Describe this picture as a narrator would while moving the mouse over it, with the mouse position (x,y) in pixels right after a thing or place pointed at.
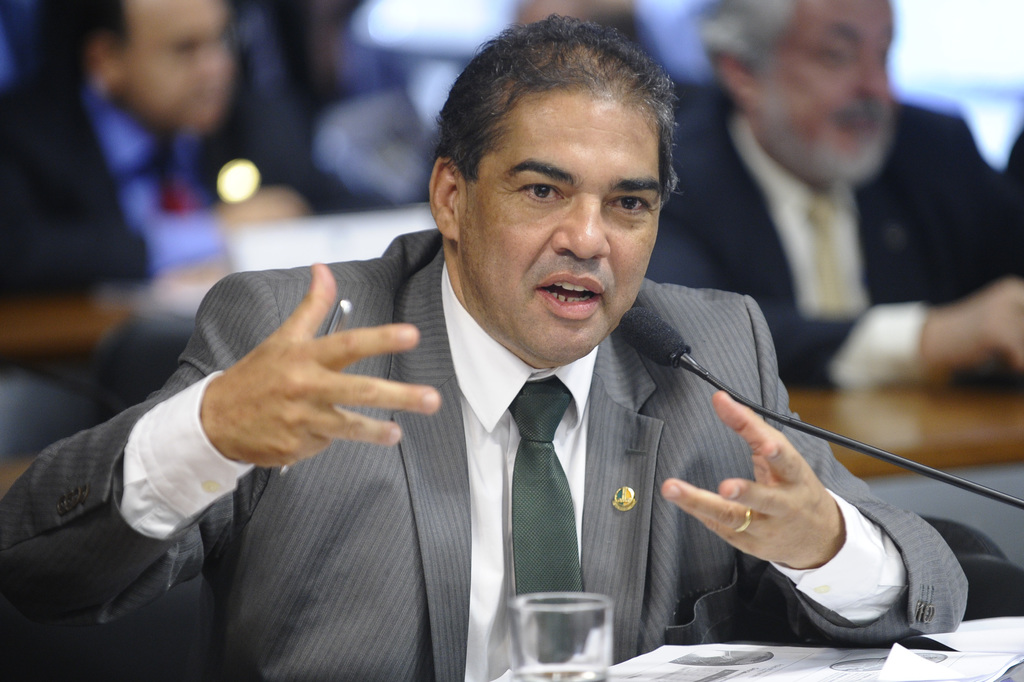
In this image I can see a person (459,509) wearing white shirt (489,442) and grey blazer (331,562) is sitting in front of the desk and on the desk (908,663) I can see few papers (775,663), a glass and a microphone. I can see the blurry background in which I can see few other persons (856,197) sitting.
